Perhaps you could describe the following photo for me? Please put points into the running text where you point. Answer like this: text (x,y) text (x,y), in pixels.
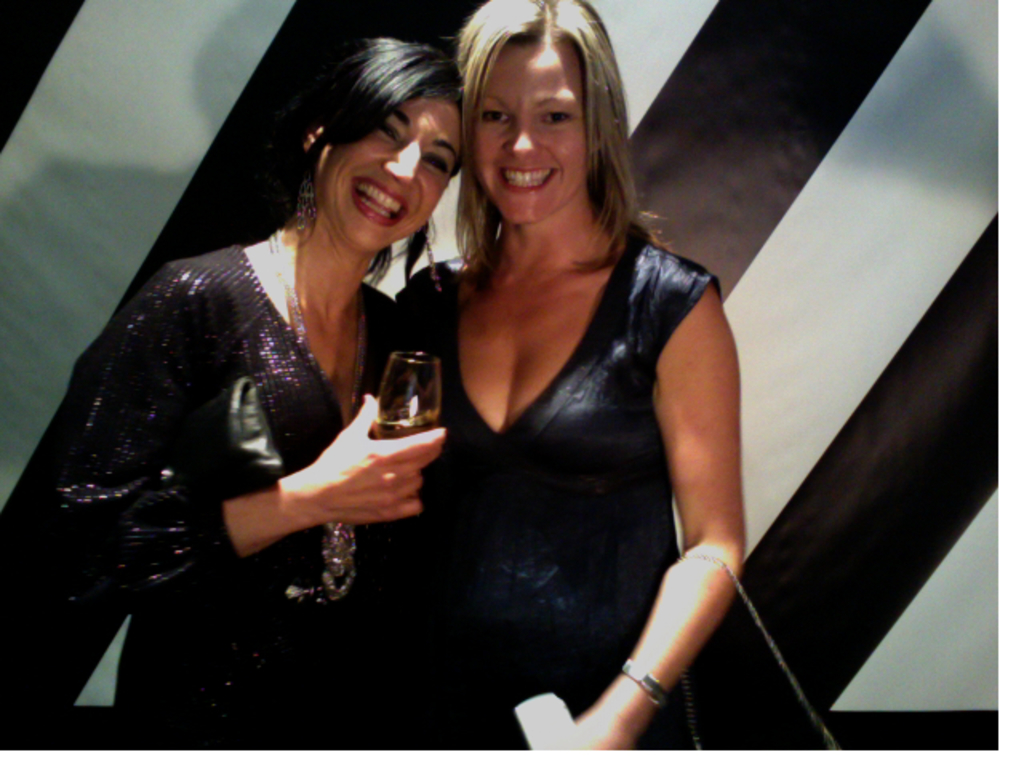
In this image there are 2 women (328,429) standing and smiling and holding a glass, and at the back ground (751,165) there is a wall (764,494).
